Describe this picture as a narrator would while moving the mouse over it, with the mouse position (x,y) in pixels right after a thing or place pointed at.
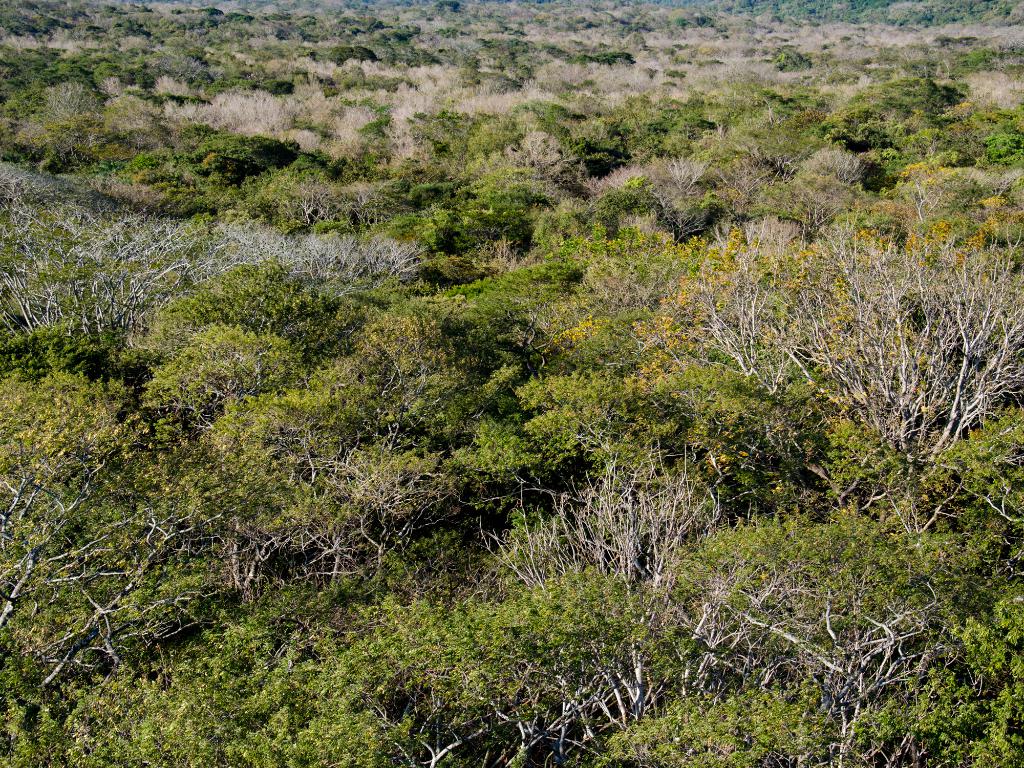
In this picture we can see many trees (590,399).
